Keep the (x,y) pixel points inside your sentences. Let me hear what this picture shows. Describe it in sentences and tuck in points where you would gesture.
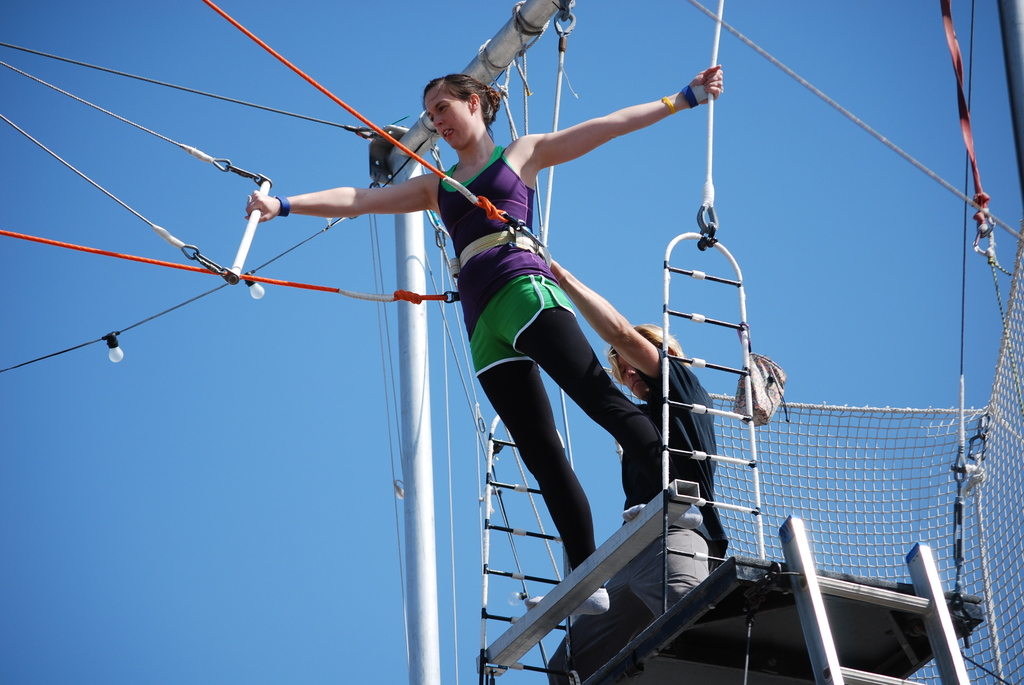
As we can see in the image there are two people (534,317), ladder (662,446), net (872,480), pole (390,147) and lights (114,335). On the top (350,60) there is blue sky (328,313).
